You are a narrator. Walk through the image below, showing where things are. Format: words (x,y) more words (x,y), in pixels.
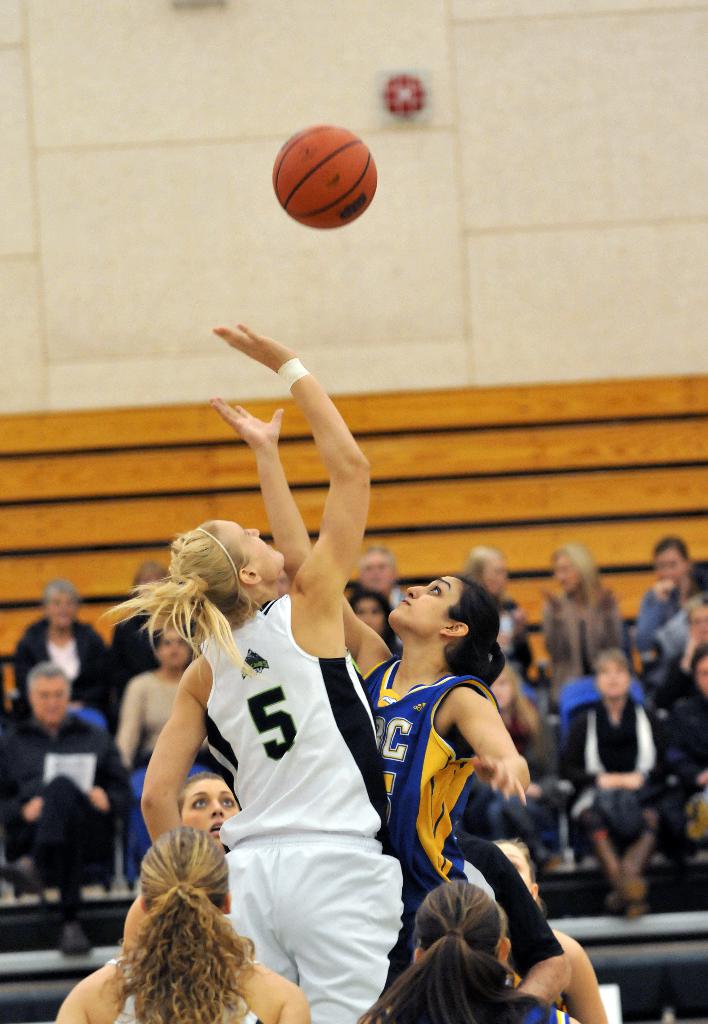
In this image we can see these two women (366,736) are in the air and these women (490,949) are standing. Here we can see the ball (279,200) in the air. The background of the image (188,216) is slightly blurred, where we can see these people (31,700) are sitting in the stadium (704,491) and we can see the wall (282,386).
